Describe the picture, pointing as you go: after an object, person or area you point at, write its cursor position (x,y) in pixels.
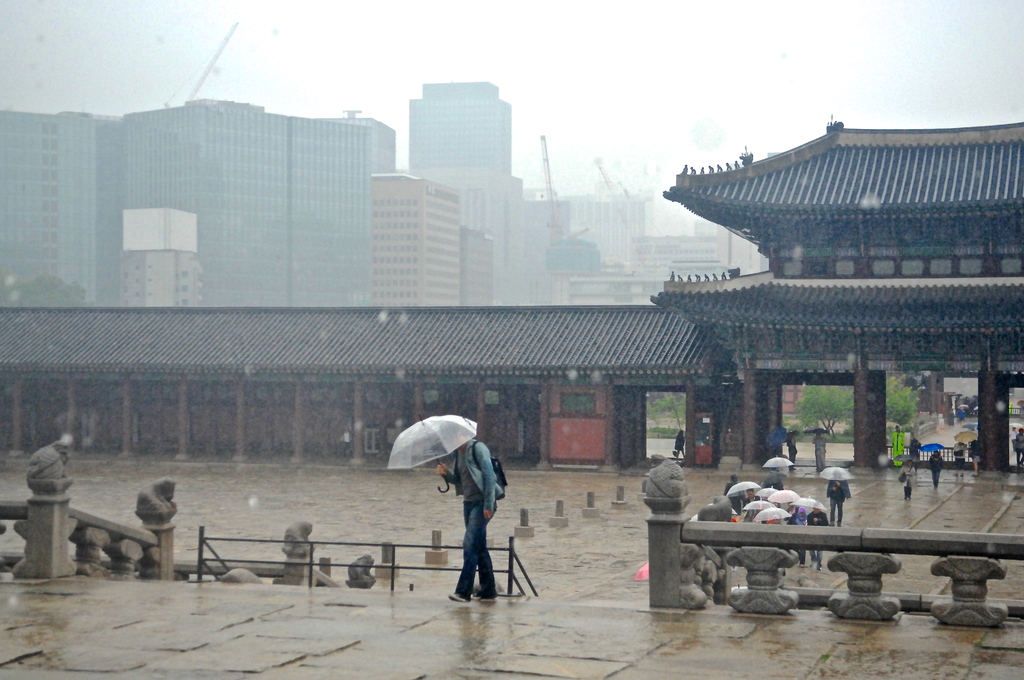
This picture is clicked outside. In the foreground (396,563) we can see the group of people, holding umbrellas (898,459) and seems to be walking on the ground (315,614) and we can see the metal rods (242,544), sculptures of some objects (159,492) and the railings (651,599). In the background (619,112) we can see the sky (575,72), houses (695,367), trees (801,397), green grass (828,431) and the buildings (483,234) and some other items (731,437).
